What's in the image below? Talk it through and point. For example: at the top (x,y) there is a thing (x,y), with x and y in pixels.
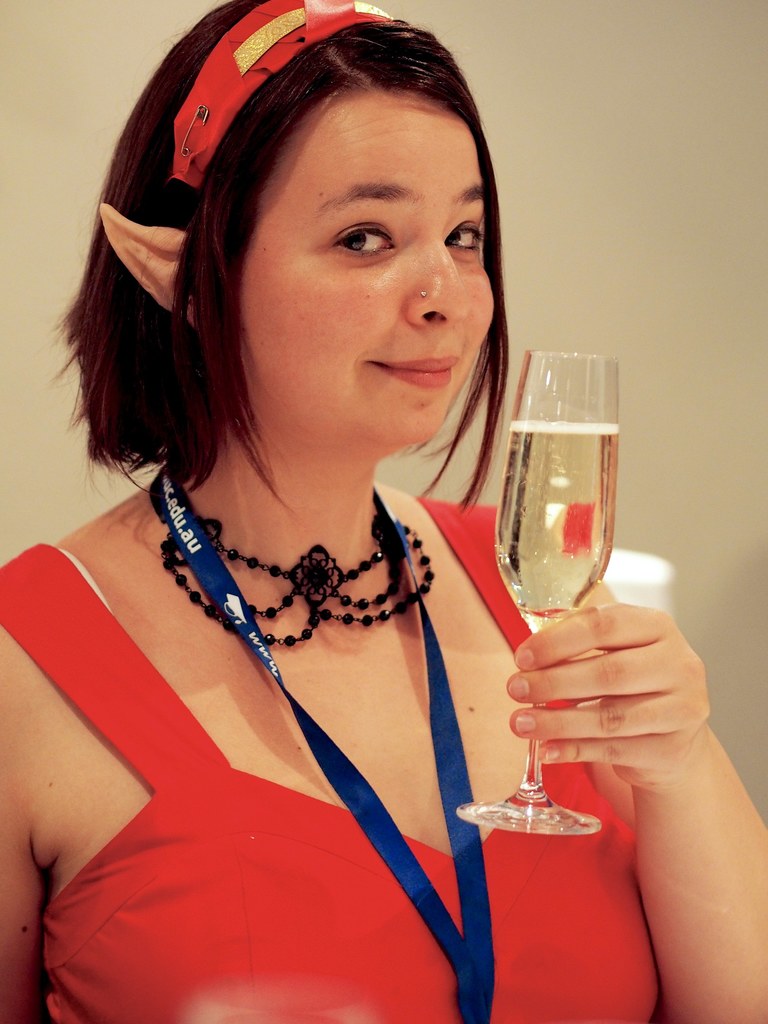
In this image there is a woman (277,555) with red dress (287,799) and she is smiling and she is holding a glass (550,513).
